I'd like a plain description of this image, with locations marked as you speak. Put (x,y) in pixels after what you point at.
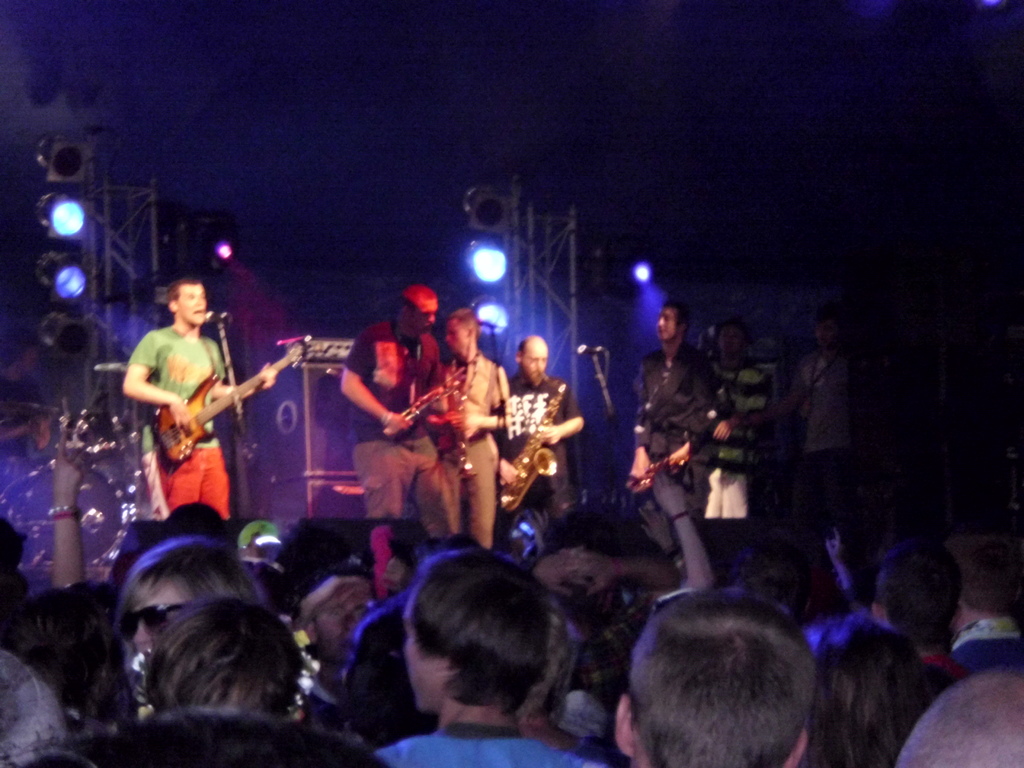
In this picture there are few people (495,438) on stage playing musical instruments (216,403) such as guitar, saxophone (532,473), trumpet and there are lights (492,263) in the background (489,251). It seems to be of concert. There are many people (54,629) in the front (113,599) watching the people (376,485) who playing music instrument (304,338).
